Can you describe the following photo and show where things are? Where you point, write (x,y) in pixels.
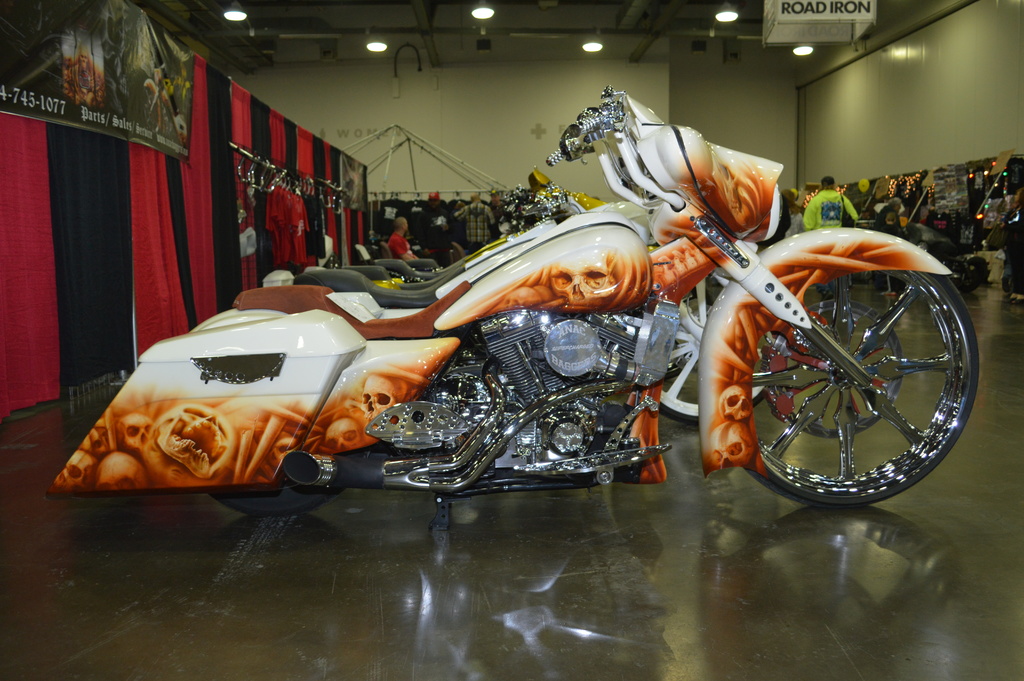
In this image we can see bikes (746,258) are showcased and kept on the floor (862,457), here we can see the banners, curtains (197,230), a few people (462,224) standing here, jackets (419,208) hanged here, we can see boards (842,38) and lights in the ceiling (420,27).
